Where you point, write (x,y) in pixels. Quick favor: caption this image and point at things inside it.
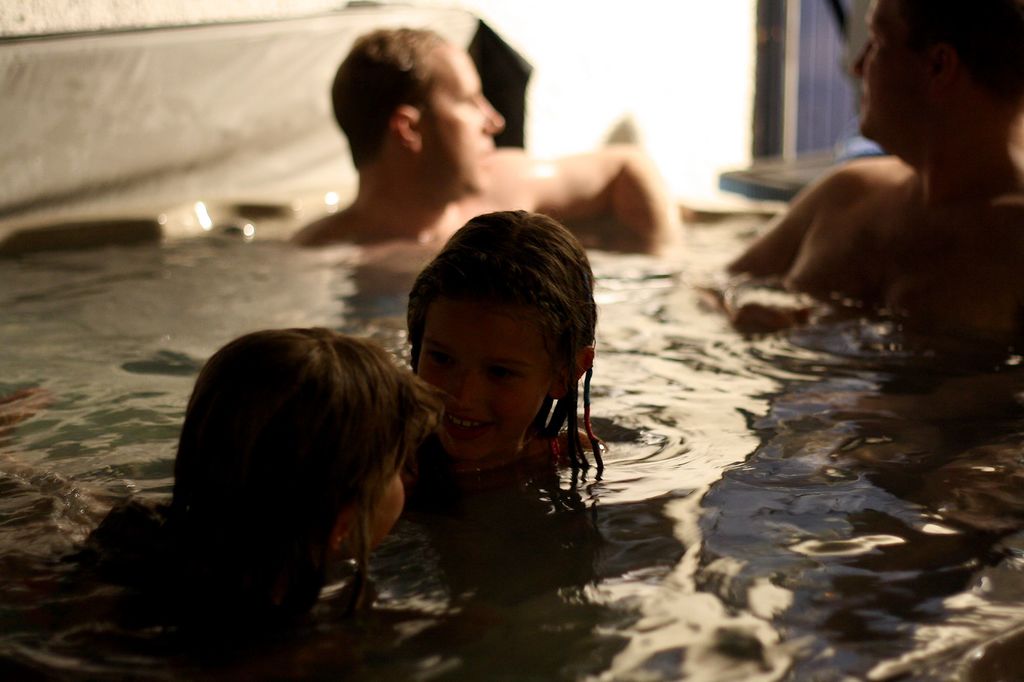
In this image few people (611,192) are in water (696,483). Background (621,66) there is wall (615,80).
